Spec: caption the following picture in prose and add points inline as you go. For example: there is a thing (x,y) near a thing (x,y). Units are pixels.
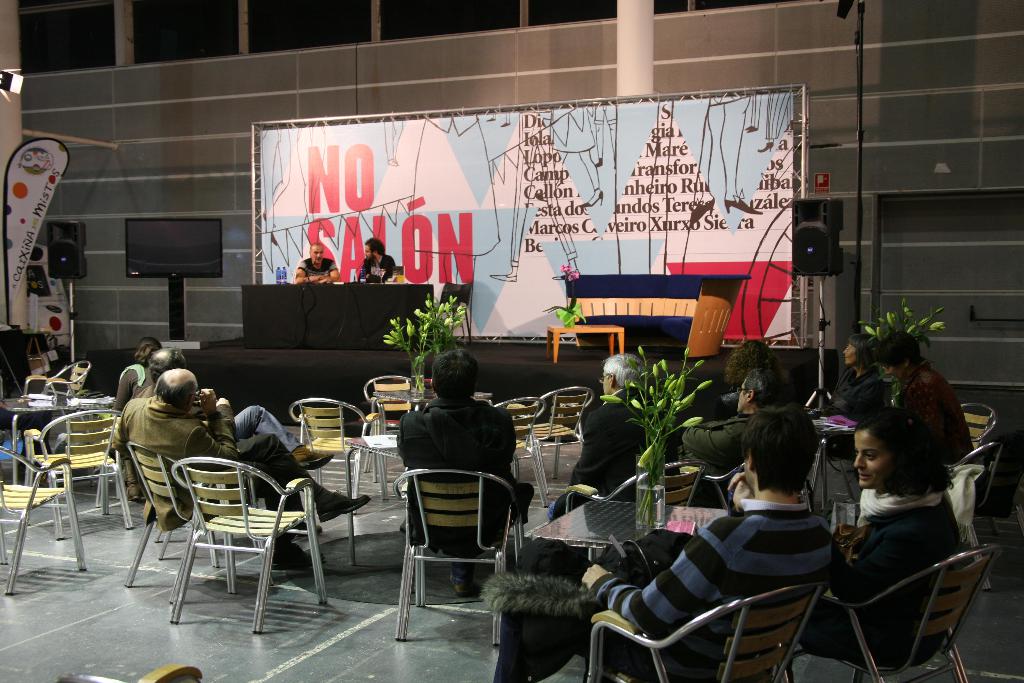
In this picture we can see that a group of people (616,463) sitting on the chairs (328,432), and on the front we have a stage (270,386) on which two persons (370,262) are sitting and discussing something, On the right side (724,288) we have blue sofa (627,334) and wooden table (611,332). Behind stage (628,347) we can see the grey wall (224,71) and television (153,247) on the corner left side (158,232).
